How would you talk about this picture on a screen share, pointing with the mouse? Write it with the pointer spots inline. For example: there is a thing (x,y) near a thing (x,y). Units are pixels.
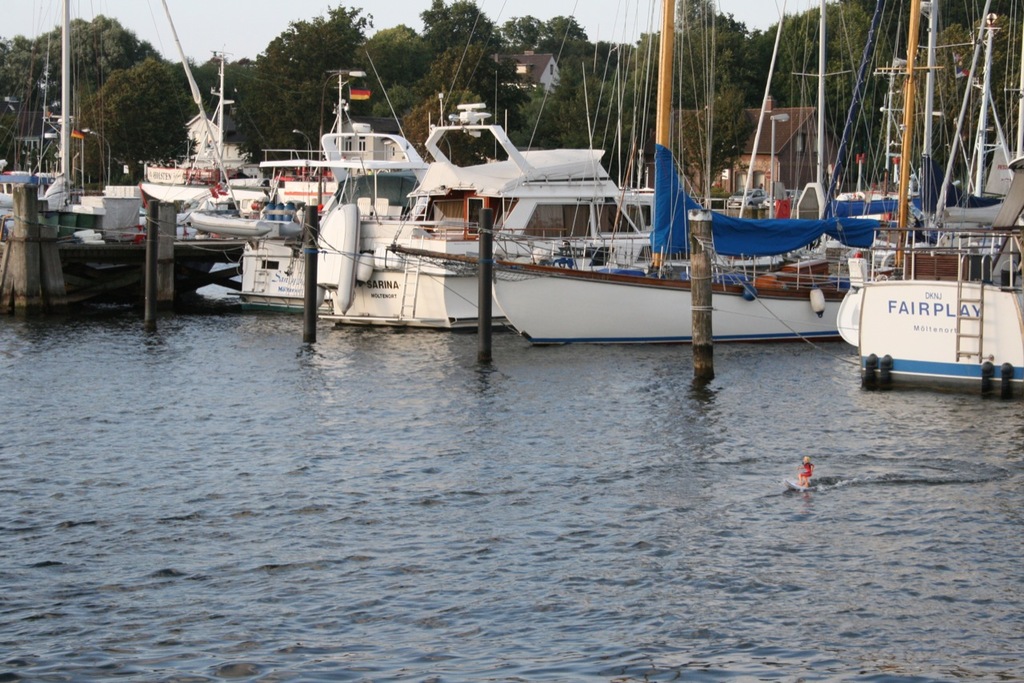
In this image there are ships (275,238) on the water (229,577). On the ships (754,243) there are banners (677,217), poles (889,154), threads (706,147), ropes (624,153), and there are trees (445,59) in the background (779,134), there are buildings (764,133). In the front (406,580) there is a water (385,562).
